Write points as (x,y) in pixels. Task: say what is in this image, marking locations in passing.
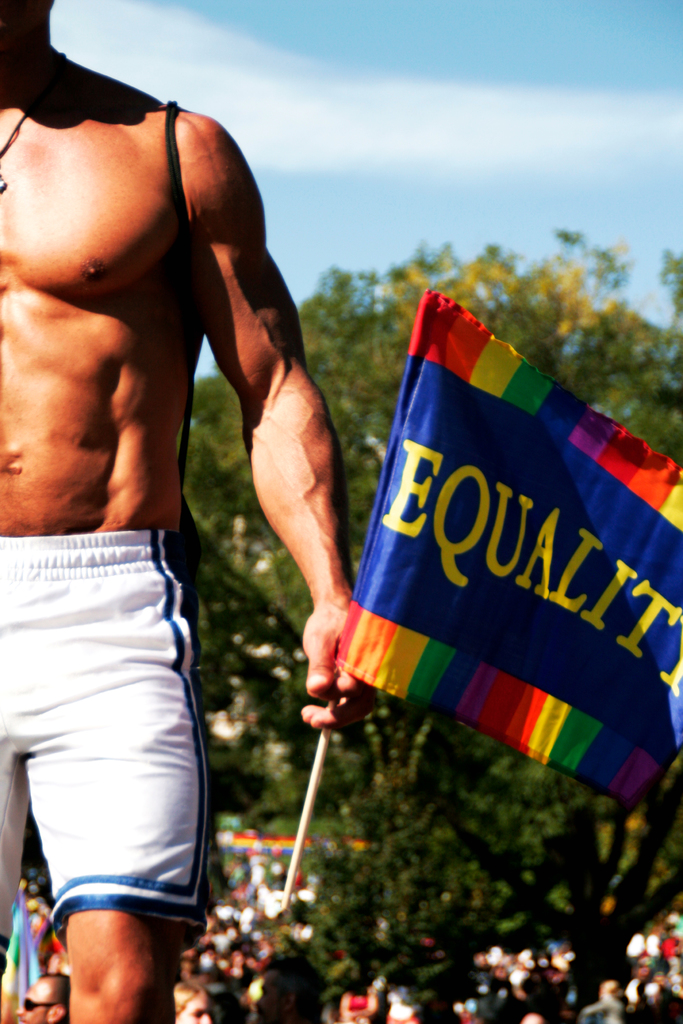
In this image I can see a person (69,428) wearing white and blue colored short (98,766) is standing and holding a flag (443,580) in his hand (342,615). In the background (118,29) I can see few persons (385,1020), few trees (27,840) and the sky (275,143).
